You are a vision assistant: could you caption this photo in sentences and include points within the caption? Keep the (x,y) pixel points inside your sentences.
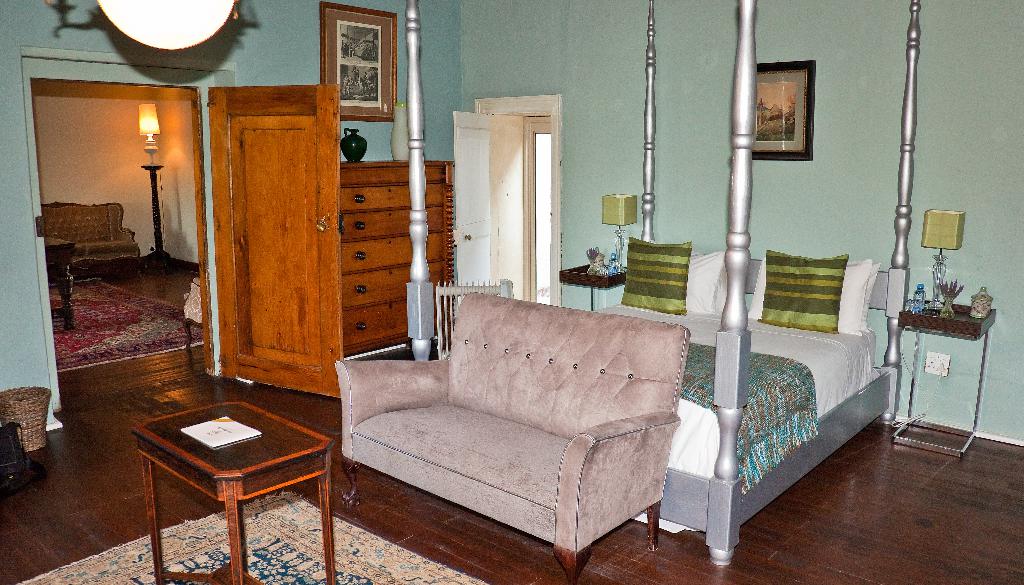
In this image i can see a couch (489,420) and a bed (738,383) behind it and i can also see some pillows (712,284) on the bed (795,332). I can see teapoy (291,463) in front of the couch (468,418). In the background (583,90) i can see a wall (592,99) and some photo frames (798,91) attached to the wall (767,164) and there is a door (228,227) through which i can see a couch (121,235) and a lamp (155,110).
